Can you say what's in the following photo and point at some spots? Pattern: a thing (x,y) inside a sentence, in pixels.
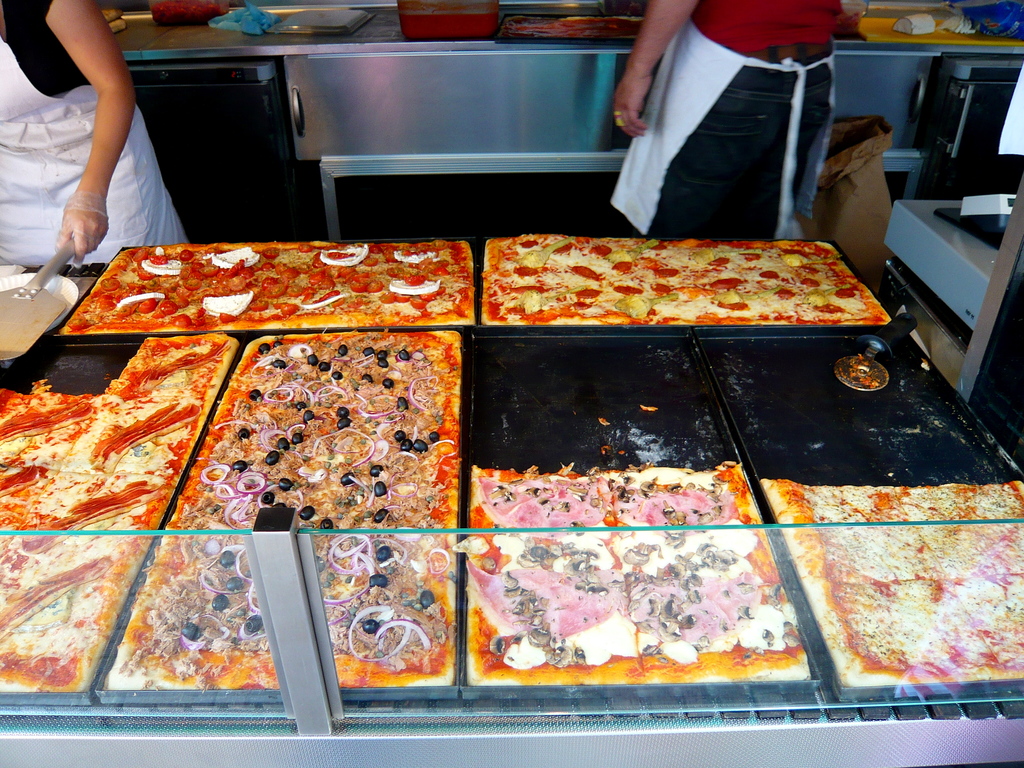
In this image there are so many pizzas (743,270) kept in the trays (591,422). There are two persons (733,112) who are making the pizzas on either side of the trays (505,451). In the background (377,62) there is a desk (440,49) on which there are boxes (419,35), cutter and plate (305,27). On the left side (16,193) there is a person (39,190) standing near the trays (54,349). On the right side (971,228) there is a machine (945,236).
